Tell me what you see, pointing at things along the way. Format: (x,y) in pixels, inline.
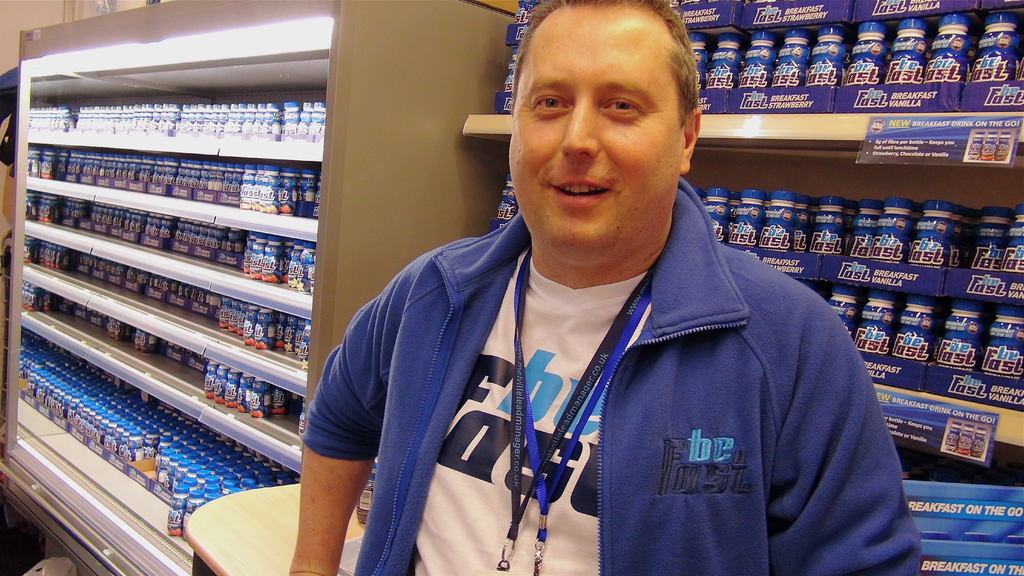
In this picture there is a man (730,515) who is standing in the center of the image (353,357) and there are containers (40,75) in the background area of the image (433,200), in which there are bottles (834,216).
